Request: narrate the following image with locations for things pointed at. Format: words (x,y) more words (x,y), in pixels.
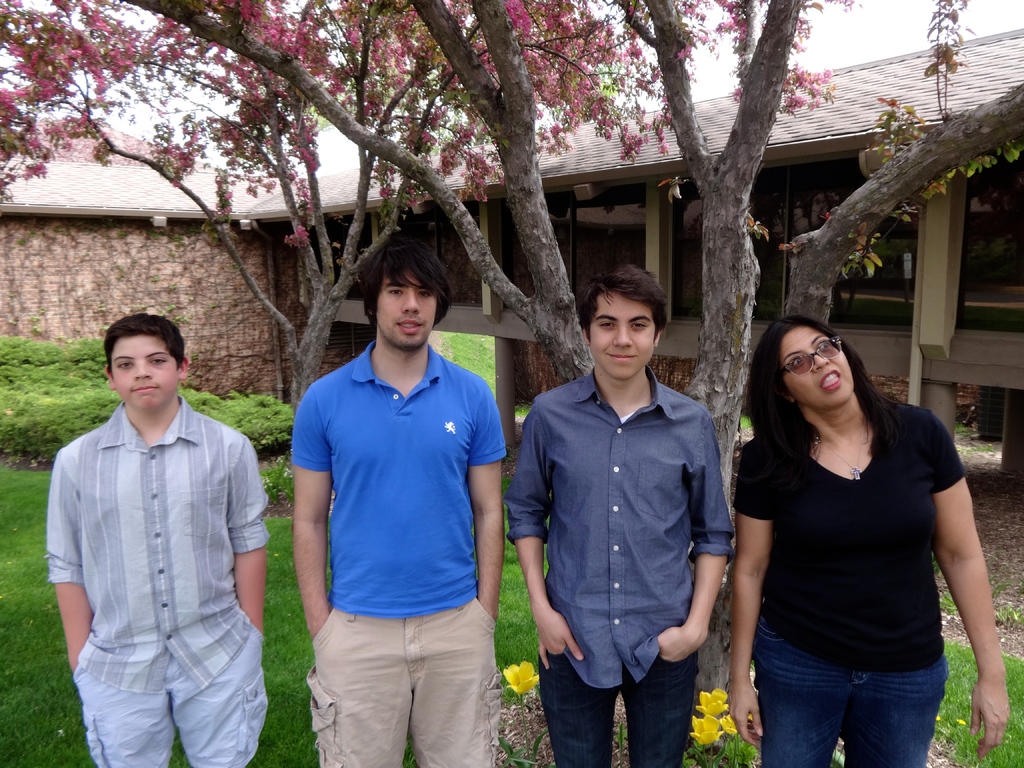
There are people (523,495) in the center of the image (342,478) and there are flower trees (545,246), grassland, yellow color flowers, pillars (950,206), pipe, house (568,228) and sky (840,47) in the background area (296,268).
